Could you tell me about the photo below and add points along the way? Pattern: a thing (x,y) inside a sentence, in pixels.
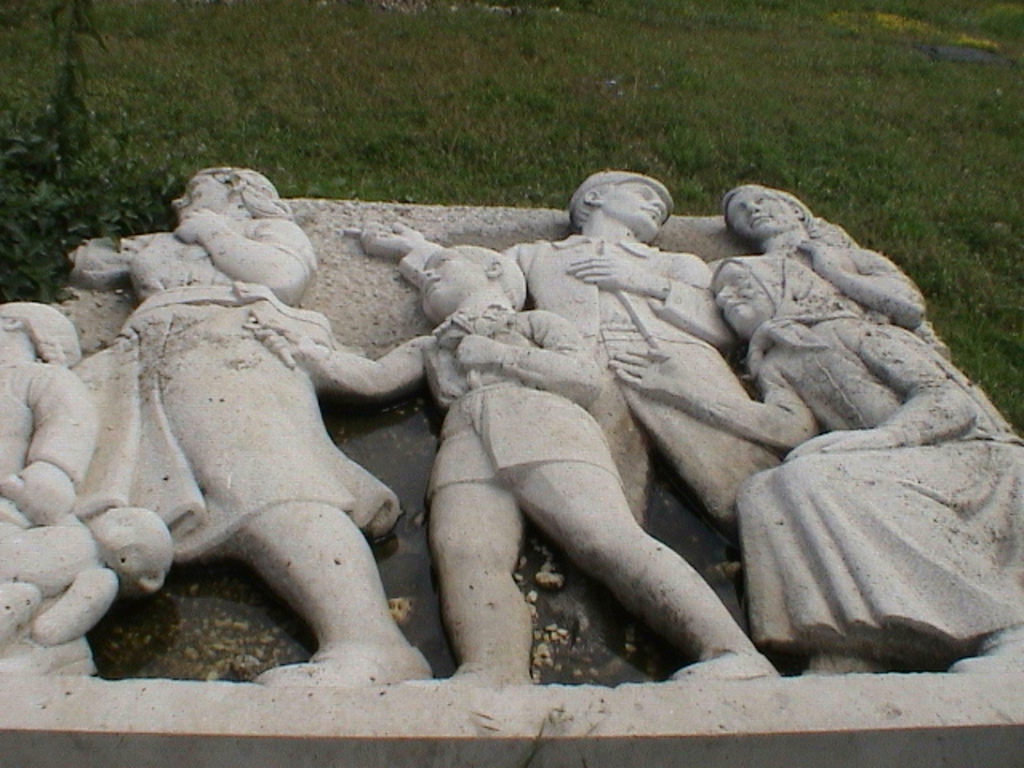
In this image we can see the human statues (533,365). In the background (585,70) we can see the grass (858,40).
